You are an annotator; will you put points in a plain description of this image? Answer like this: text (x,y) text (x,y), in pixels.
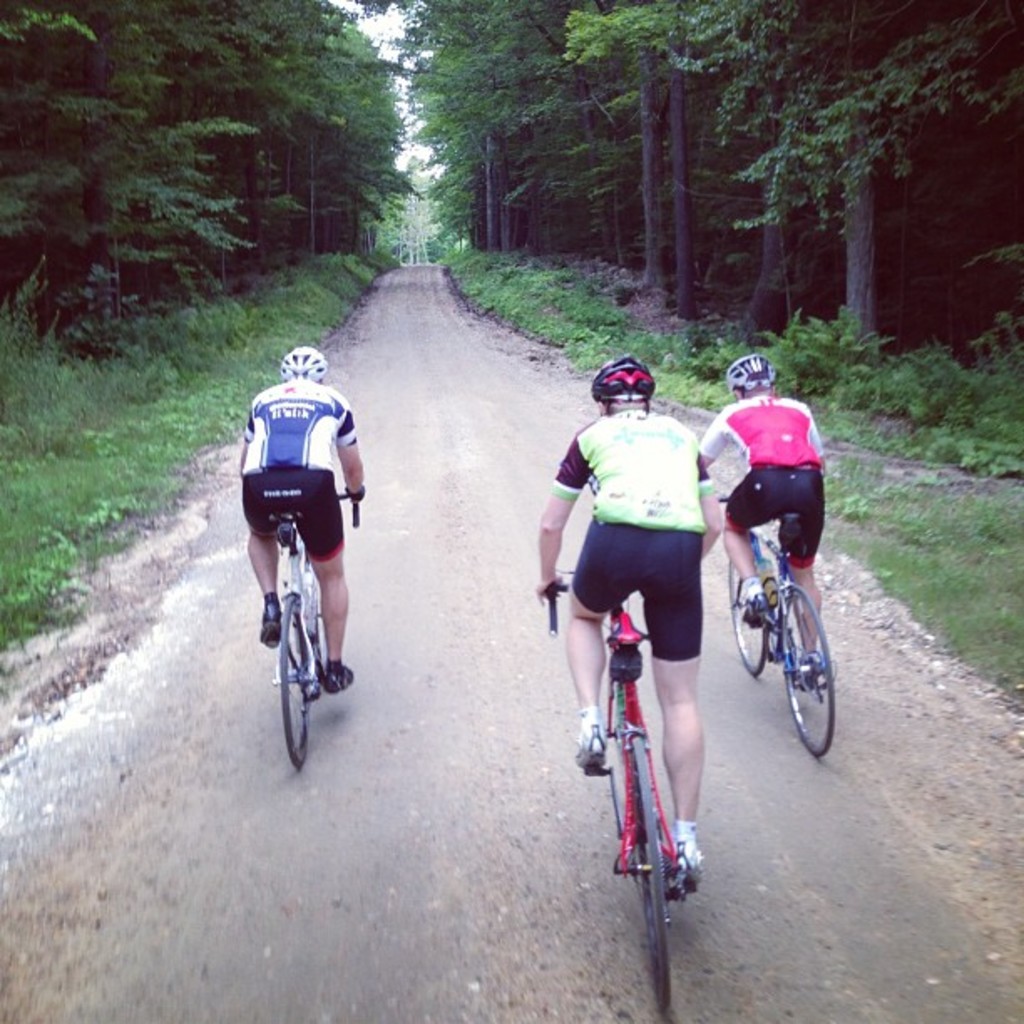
There are three men (591,595) riding a bicycle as we can see at the bottom of this image (305,704). There are trees (219,279) in the background (536,221).
